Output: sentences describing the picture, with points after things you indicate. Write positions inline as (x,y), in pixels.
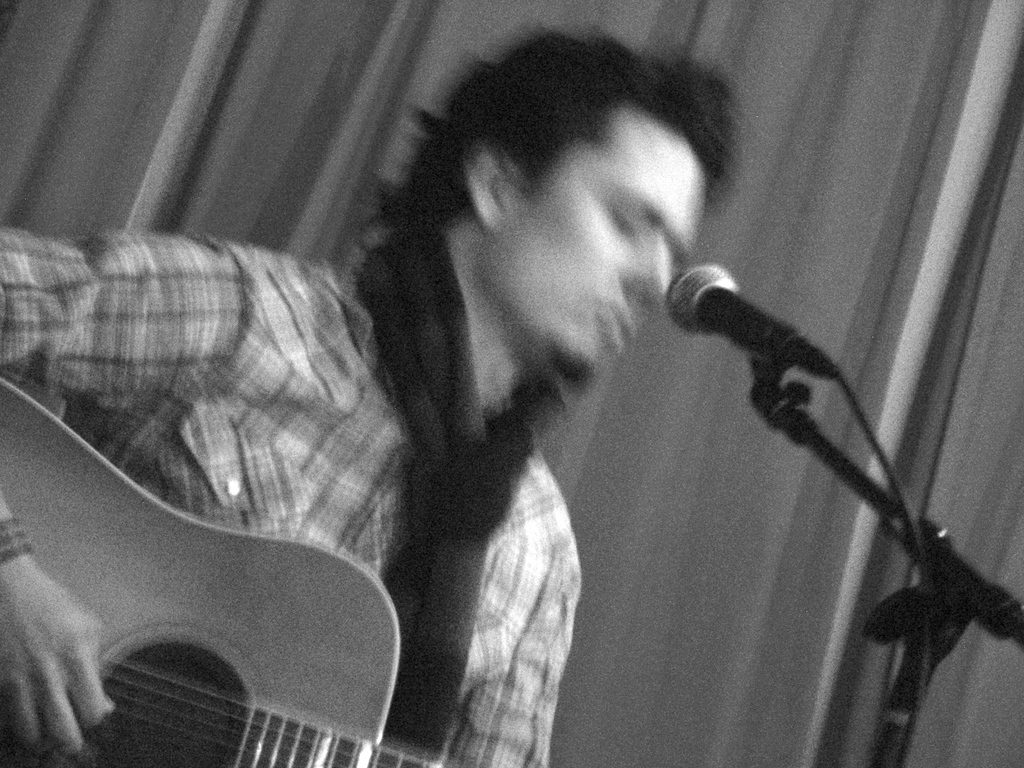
inside the room (352,96) one person (548,168) is playing the guitar (285,633) and he is singing the song in front of mike (703,308) and he is wearing a shirt (326,400) and black stole (494,478).
